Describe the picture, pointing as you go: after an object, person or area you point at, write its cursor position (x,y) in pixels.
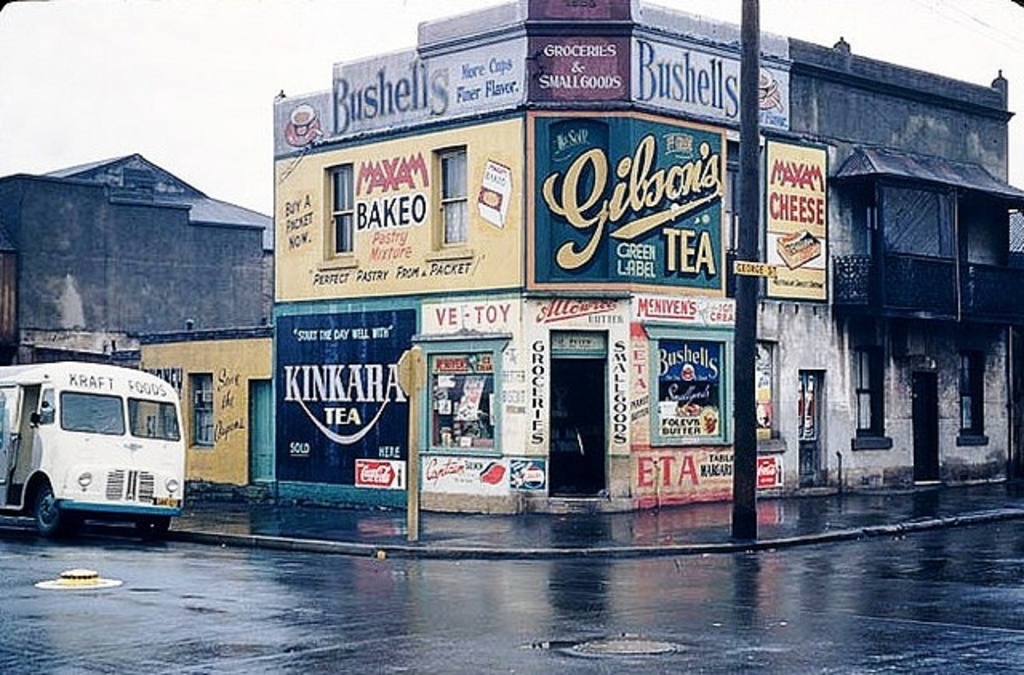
In this image there is the sky (197,53), there is a building (217,412), there is text (623,172) on the building (338,346), there is a pole (743,246), there is a board (758,270), there is a building (150,248) truncated towards the left of the image (153,234), there is a vehicle (73,456) truncated towards the left of the image (16,447), there is a road (400,605), there is the door (253,436), there are windows (208,427).
